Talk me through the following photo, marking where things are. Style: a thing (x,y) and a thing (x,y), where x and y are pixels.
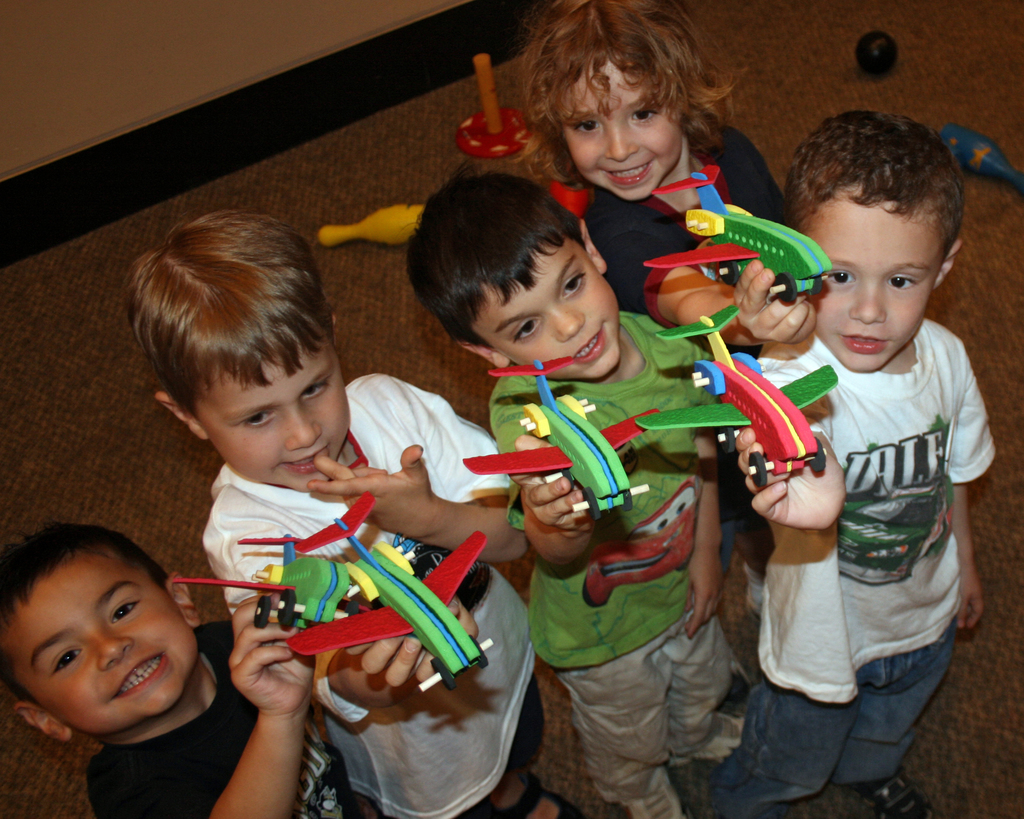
In this image there are five kids (186,603) holding toys (729,260) in their hands (280,666), in the background (238,14) there is a wall (391,29) and toys (405,220) on the floor (769,59).
